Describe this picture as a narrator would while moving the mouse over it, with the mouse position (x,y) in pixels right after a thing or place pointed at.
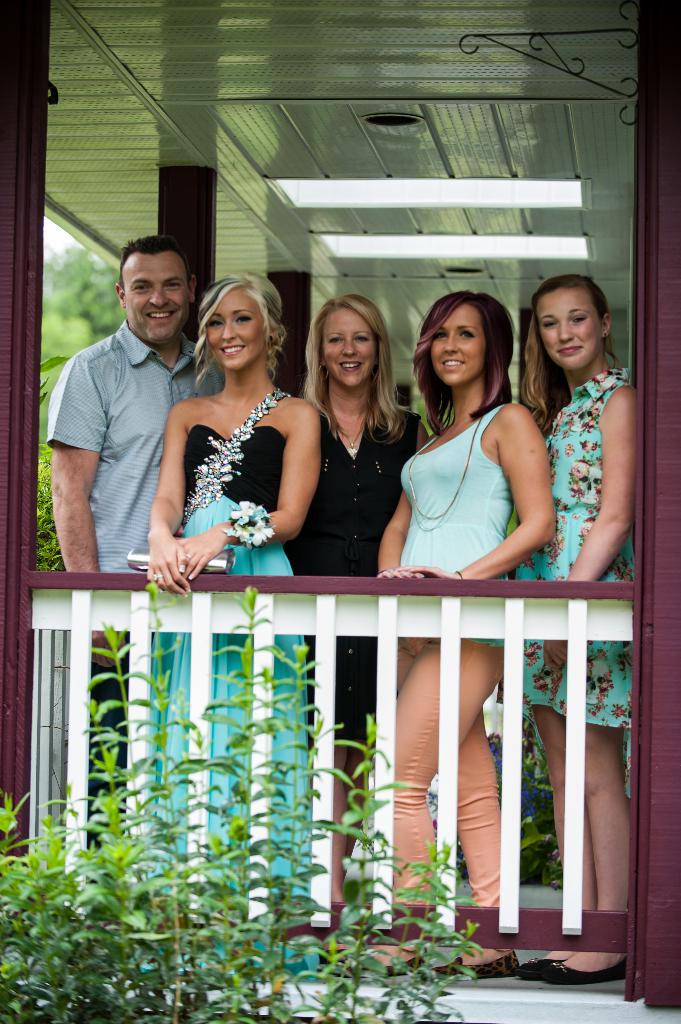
There are plants (237,788) at the front (110,1017). There is a white fence (499,617) and 5 people (355,416) are standing behind it. The person (122,437) standing on the left (112,471) is a male (110,345) and others (338,409) are female (329,403). There are lights (402,246) at the top (426,222) and trees (74,256) at the back (79,274).
